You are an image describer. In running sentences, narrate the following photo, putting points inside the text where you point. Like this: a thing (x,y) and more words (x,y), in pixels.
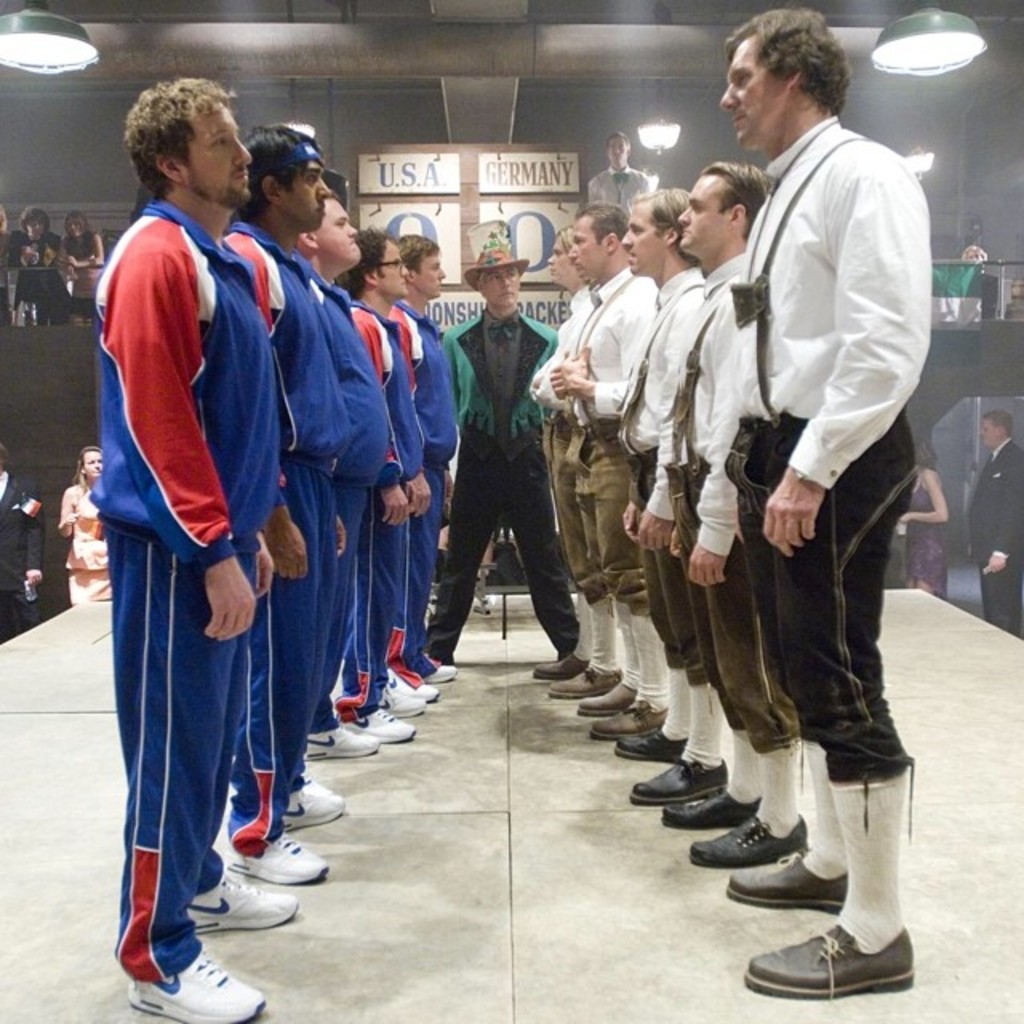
In this image I can see few persons (262,419) wearing blue and red colored dresses (252,416) and few persons (675,392) wearing black and white colored dresses (822,336) are standing. I can see a person (502,480) wearing green and black colored dress (520,353) is standing in between them. In the background (518,573) I can see few persons (68,258) standing, the wall (936,197), the ceiling (150,11), few lights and few boards (381,211).
